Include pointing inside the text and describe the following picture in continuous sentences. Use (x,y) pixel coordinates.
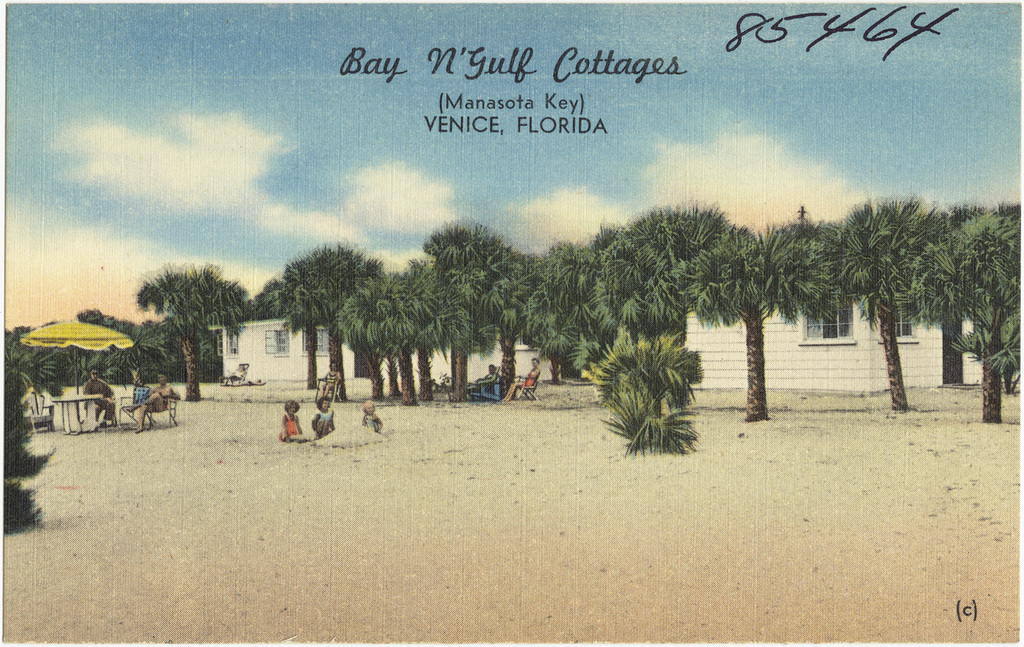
In this picture I can observe some trees (490,306). There are some people (165,408) and children (328,413) in this picture. In the background (292,194) I can observe some clouds (670,155) in the sky (374,156). On the top of the picture (561,79) there is some text (469,73).
